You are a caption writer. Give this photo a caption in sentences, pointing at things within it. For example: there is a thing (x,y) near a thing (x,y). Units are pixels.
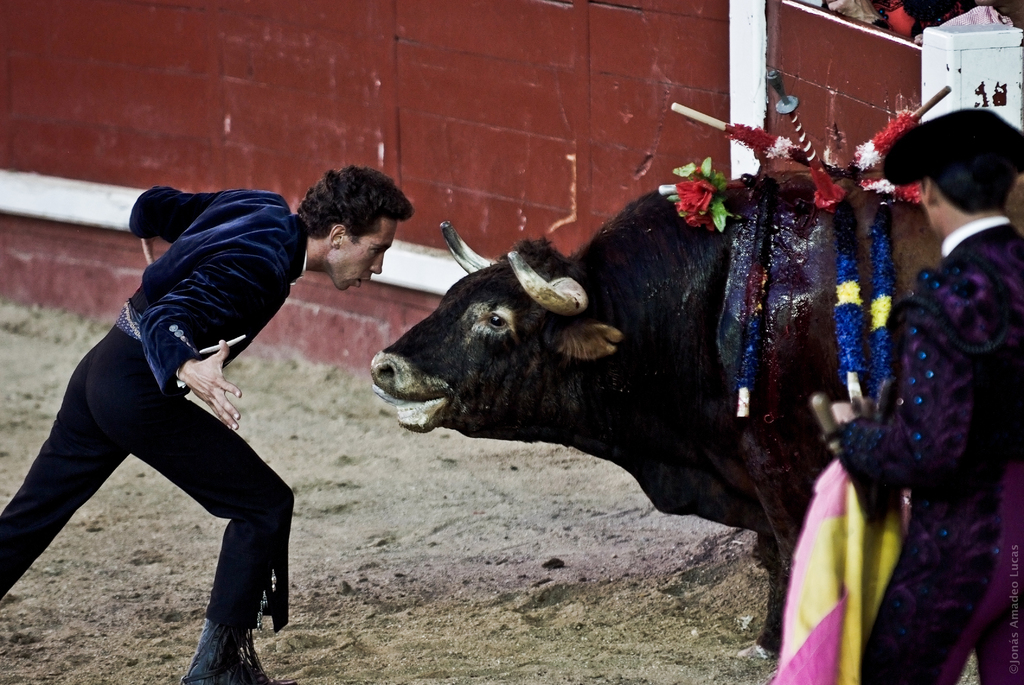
In the image there is a person (128,398) in navy blue dress (145,351) standing in front of a bull (624,320) with garlands (824,197) above it and another person (968,373) standing on the right side (990,578), in the back (263,73) there is a fence (409,30). this is bull fight.
